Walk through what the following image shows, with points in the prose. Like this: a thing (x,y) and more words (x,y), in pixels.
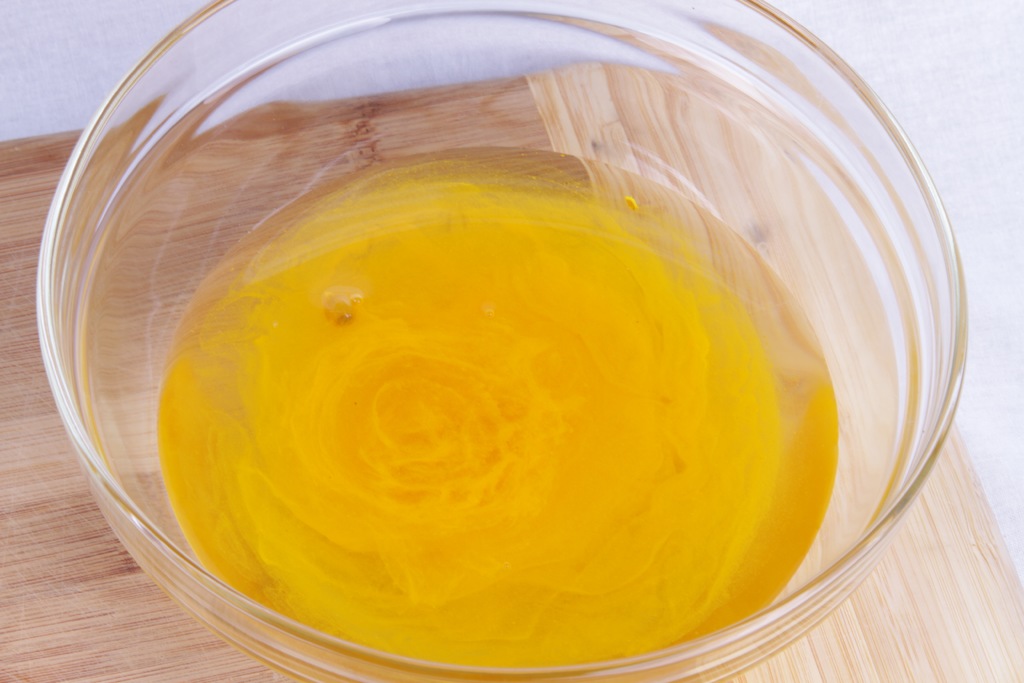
In this image I can see a yellow color liquid (588,357) in the glass bowl (759,267). The bowl (818,346) is on brown color table (928,597).
